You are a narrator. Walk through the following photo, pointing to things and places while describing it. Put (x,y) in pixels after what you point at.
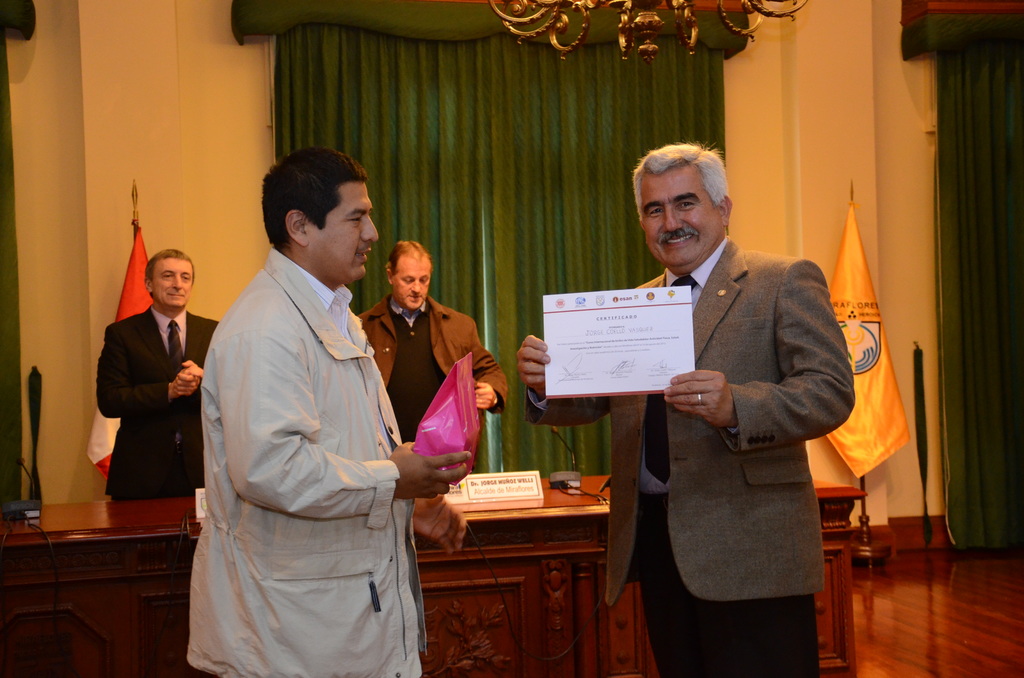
In this image there are four persons (764,578). At the right side of the image (733,273) there is a person (717,531) standing and smiling and he is holding paper (631,329), the person (314,591) standing at the left side (317,608) is holding the cover (443,451). There are two persons (107,359) standing behind the table (510,590). There are microphones (16,507) on the table (513,527), at the back (553,95) there is a curtain (415,102) and at the left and at the right (877,415) there are flags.
